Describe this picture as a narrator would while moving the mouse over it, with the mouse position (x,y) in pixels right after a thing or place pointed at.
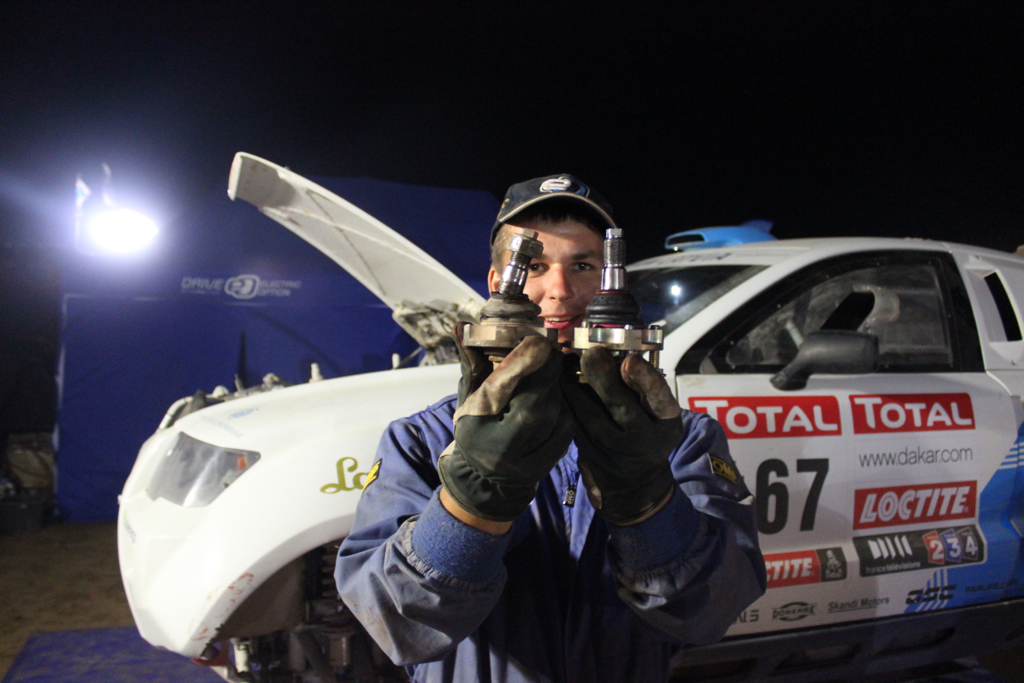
In this image I can see the person (612,397) is holding something. Back I can see the vehicle (701,370), light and the blue color banner (284,304). The image is dark.
